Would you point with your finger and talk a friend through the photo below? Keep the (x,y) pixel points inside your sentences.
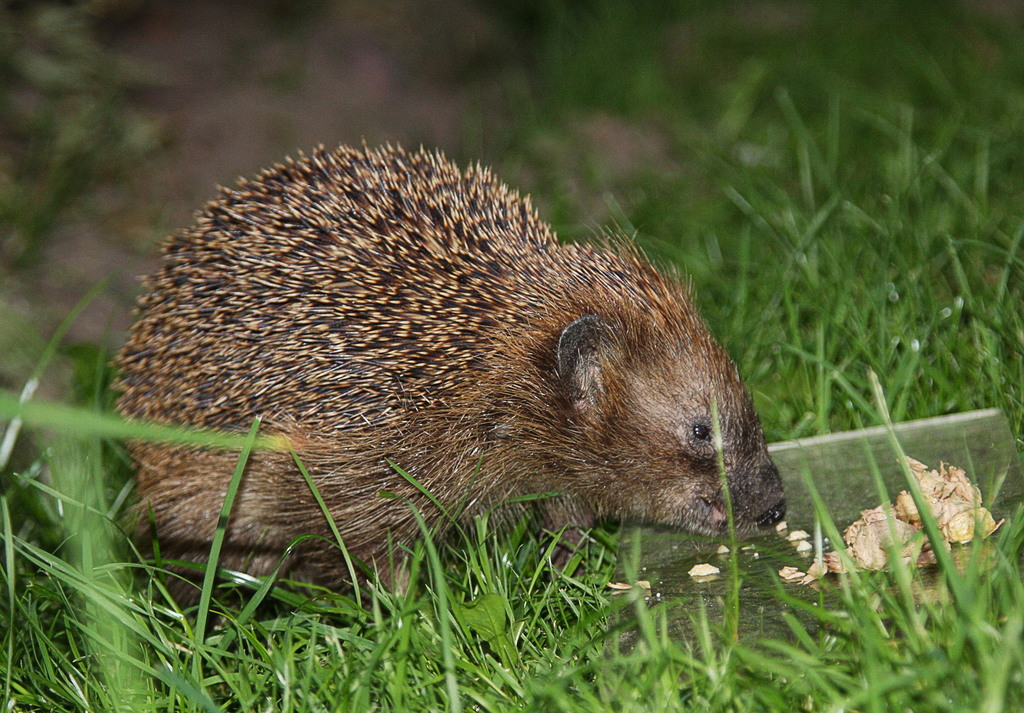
In this image we can see an animal (482,410) on the grass (166,656). There is a blur background (799,191).
